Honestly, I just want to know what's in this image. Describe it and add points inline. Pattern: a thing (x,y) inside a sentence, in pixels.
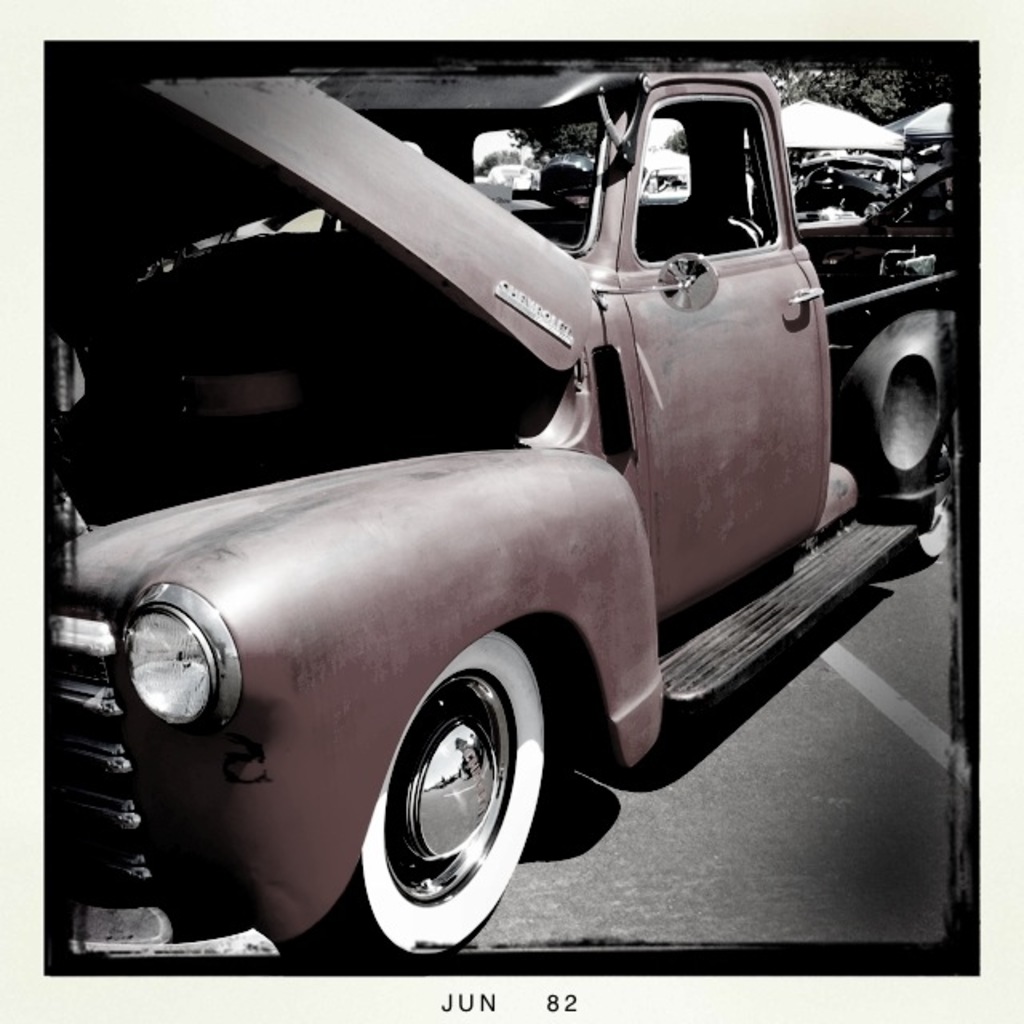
This is a photo and here we can see vehicles (628,558) on the road (591,797) and in the background (789,87), there are trees (817,98). At the bottom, there is some text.
